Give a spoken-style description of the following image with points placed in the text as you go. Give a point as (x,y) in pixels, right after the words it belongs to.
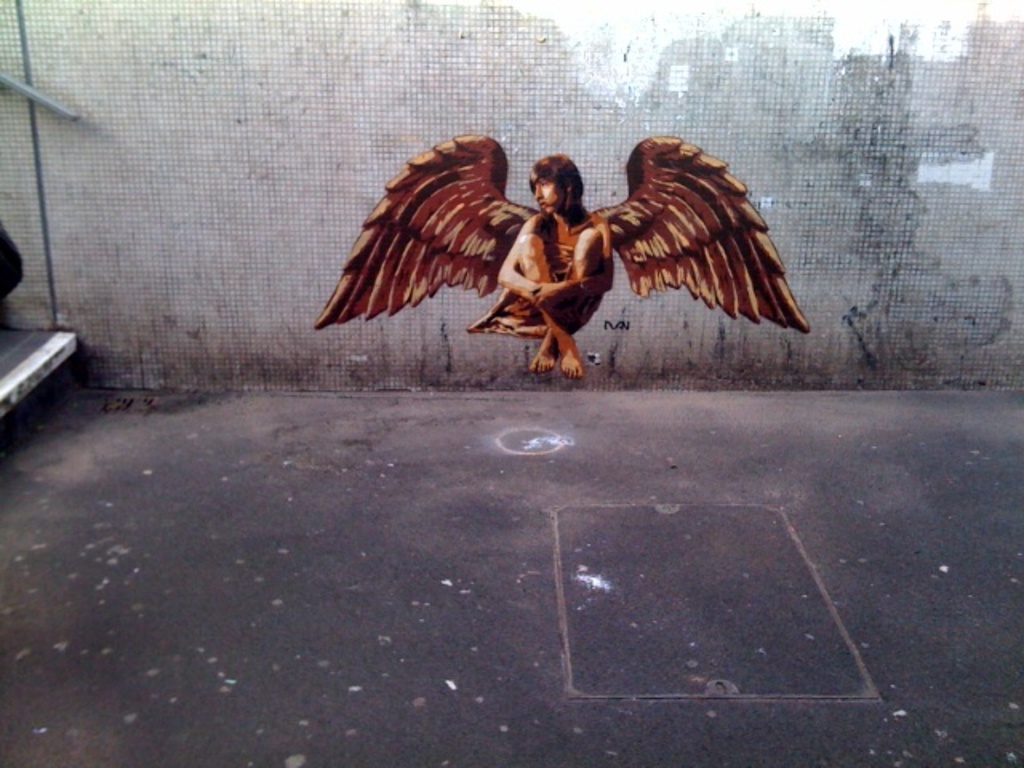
As we can see in the image is an animation of a woman (553,297). The woman (548,246) has wings (477,222) and there is a wall (276,276).
